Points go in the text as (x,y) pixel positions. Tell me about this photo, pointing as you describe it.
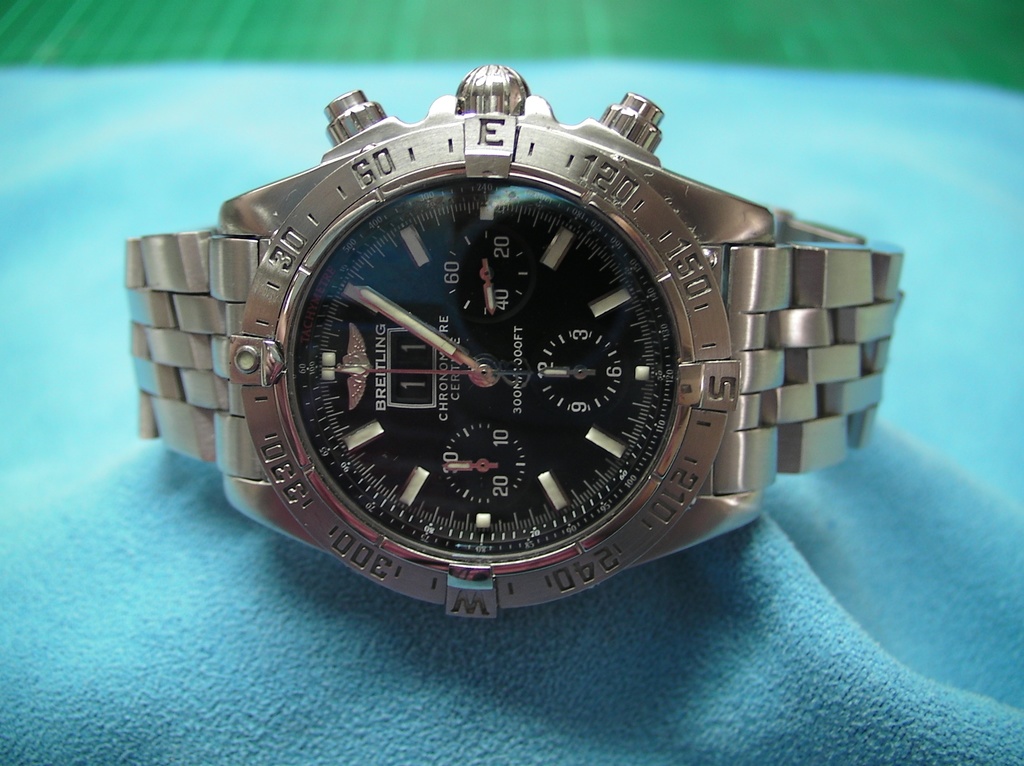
In this image we can see a watch (498,312) on the blue surface (133,520), it is in silver color.
